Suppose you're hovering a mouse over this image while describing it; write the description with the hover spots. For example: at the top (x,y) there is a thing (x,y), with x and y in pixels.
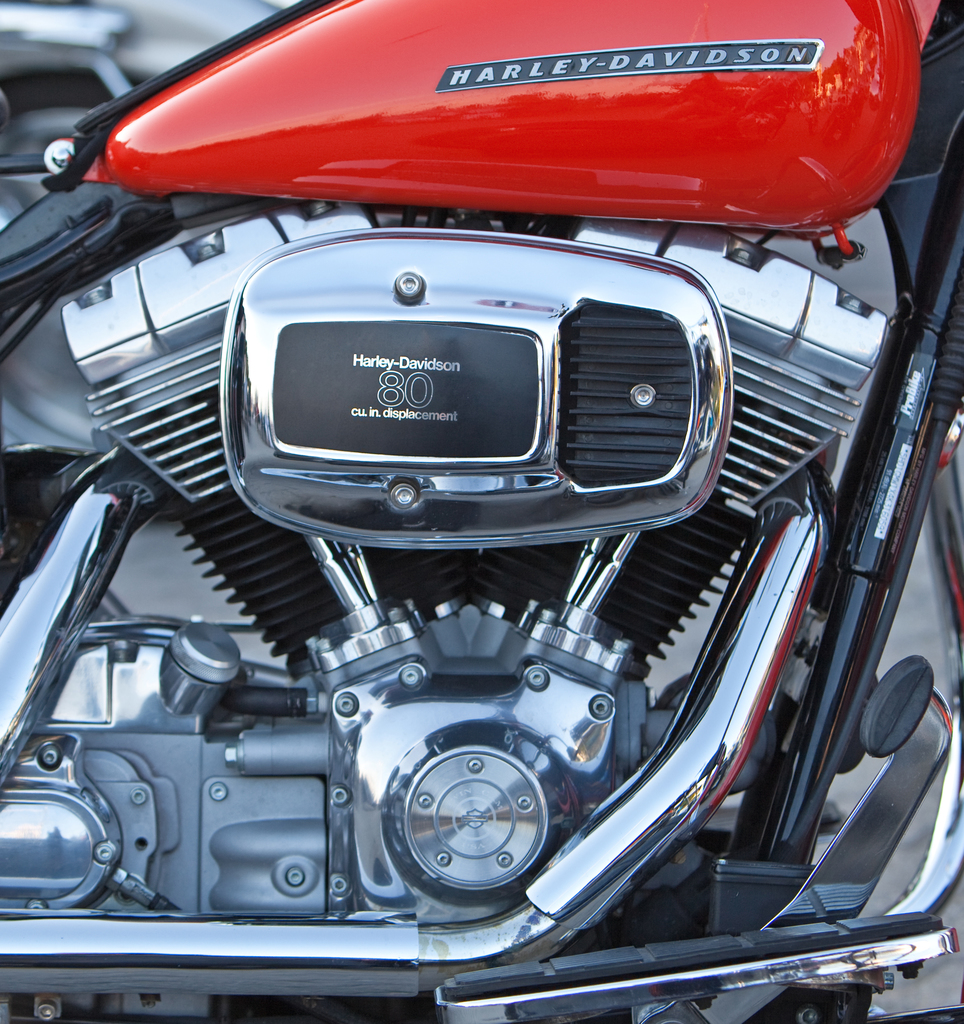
In this image I can see the motorbike (384,466) which is in red, silver and black color. I can see the name Harley-Davidson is written on the motorbike (382,878). And there is a blurred background.
